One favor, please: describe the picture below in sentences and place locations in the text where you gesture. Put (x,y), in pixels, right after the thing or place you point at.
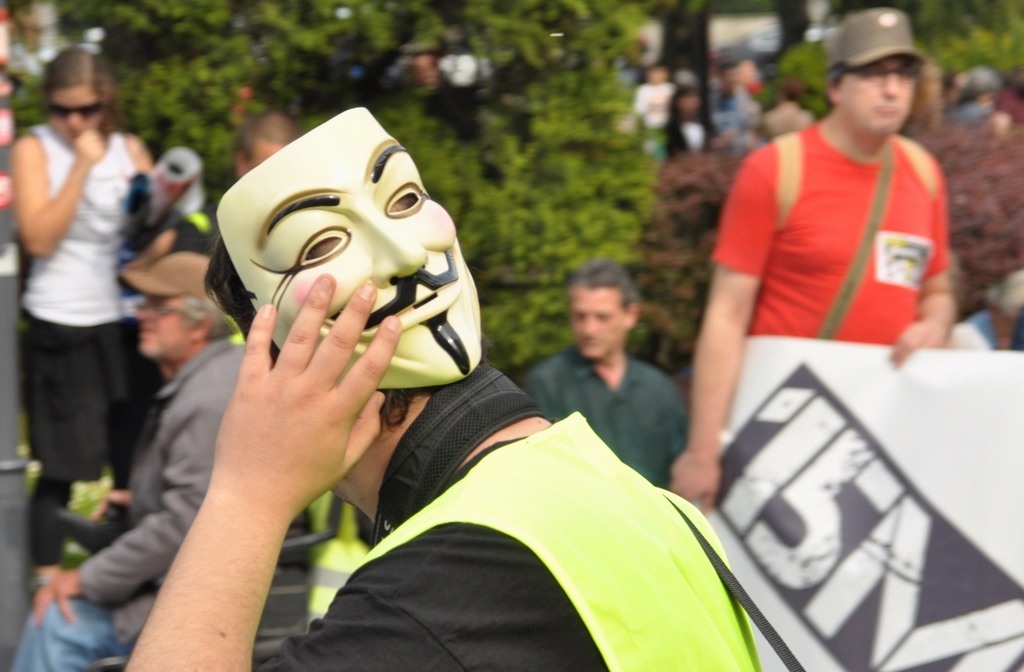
In this image there are a few people (638,443) sitting and standing, one of them is holding a banner (796,458) with some text (858,494) on it and the other one is placing a mask (366,251) on the back of his head (351,289). In the background (511,106) there are trees (563,106) and a few more people (686,83).
